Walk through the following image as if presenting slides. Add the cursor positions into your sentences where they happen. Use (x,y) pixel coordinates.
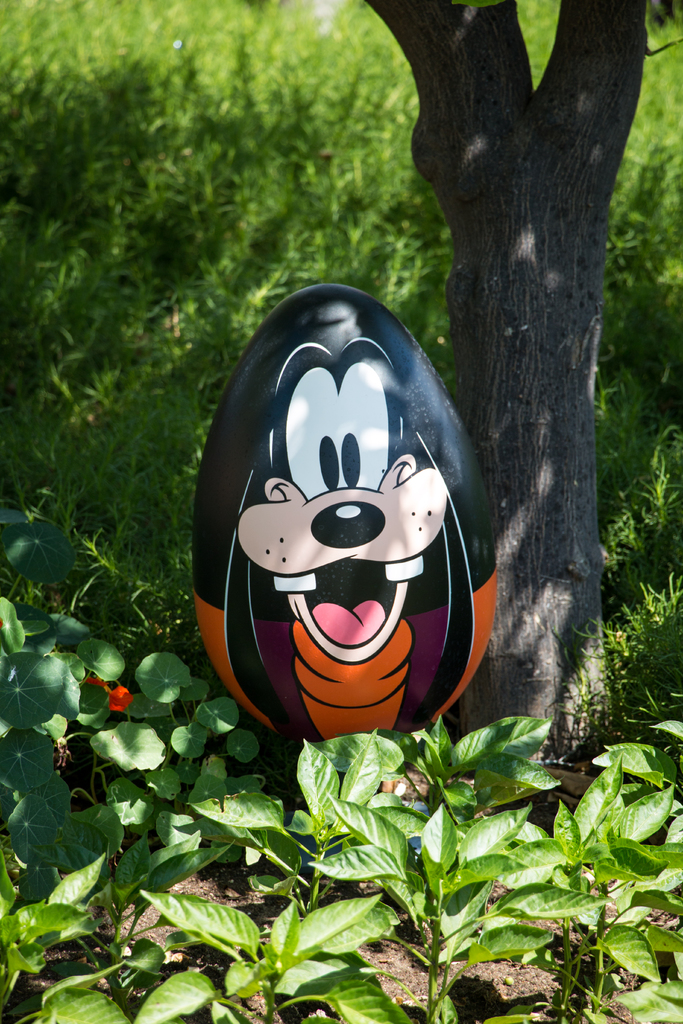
In this image we can see the plants (273,832), grass (244,301) and also the bark (485,242) of a tree (565,585). We can also see an object (475,475) in the center (314,584).
